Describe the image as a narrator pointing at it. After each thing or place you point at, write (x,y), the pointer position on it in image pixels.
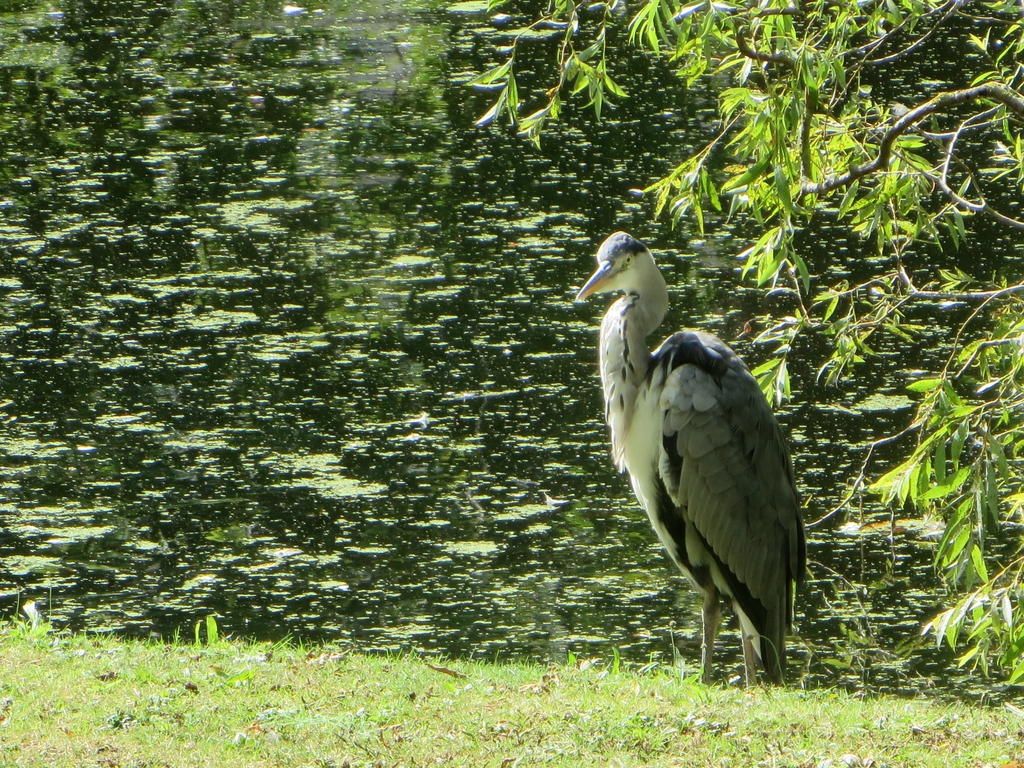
In the image we can see a bird (724,491), grass (429,725), water (416,481) and leaves (758,139).
